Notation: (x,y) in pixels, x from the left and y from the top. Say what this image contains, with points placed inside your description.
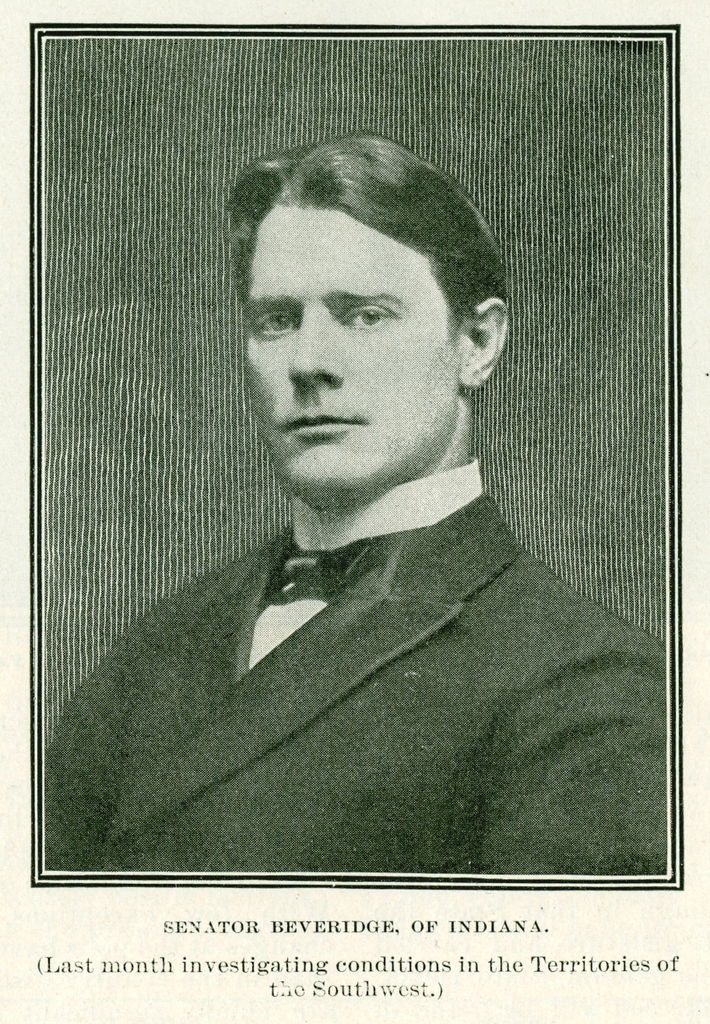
In the foreground of this poster, there is some text (414,933) at the bottom (336,996) and an image of a man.
